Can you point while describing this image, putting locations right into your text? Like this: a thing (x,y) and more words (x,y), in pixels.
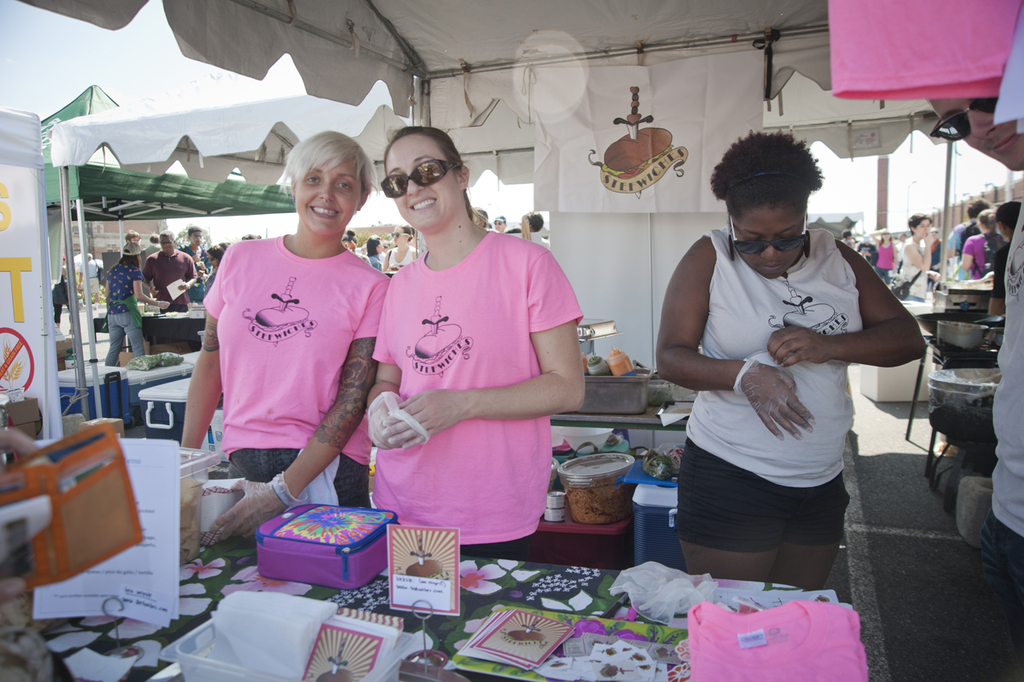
In this image we can see people (561,299) standing. There are stalls (372,125). In the background of the image (171,79) there is sky (90,64). At the top of the image (404,71) there is a white color tent (491,72).
